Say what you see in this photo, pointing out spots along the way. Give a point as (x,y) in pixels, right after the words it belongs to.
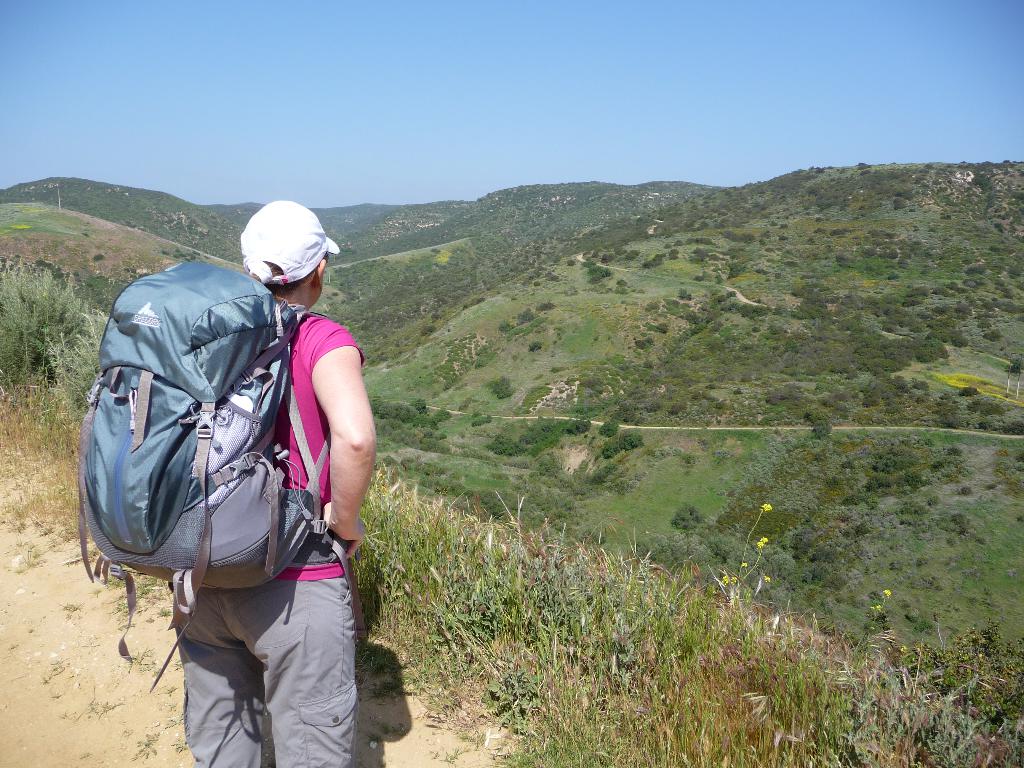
Here we can see a woman (290,248) is standing on the ground (45,624), and at back here is the bag (142,353), and here are the mountains (639,252), and at above here is the sky (287,108).
